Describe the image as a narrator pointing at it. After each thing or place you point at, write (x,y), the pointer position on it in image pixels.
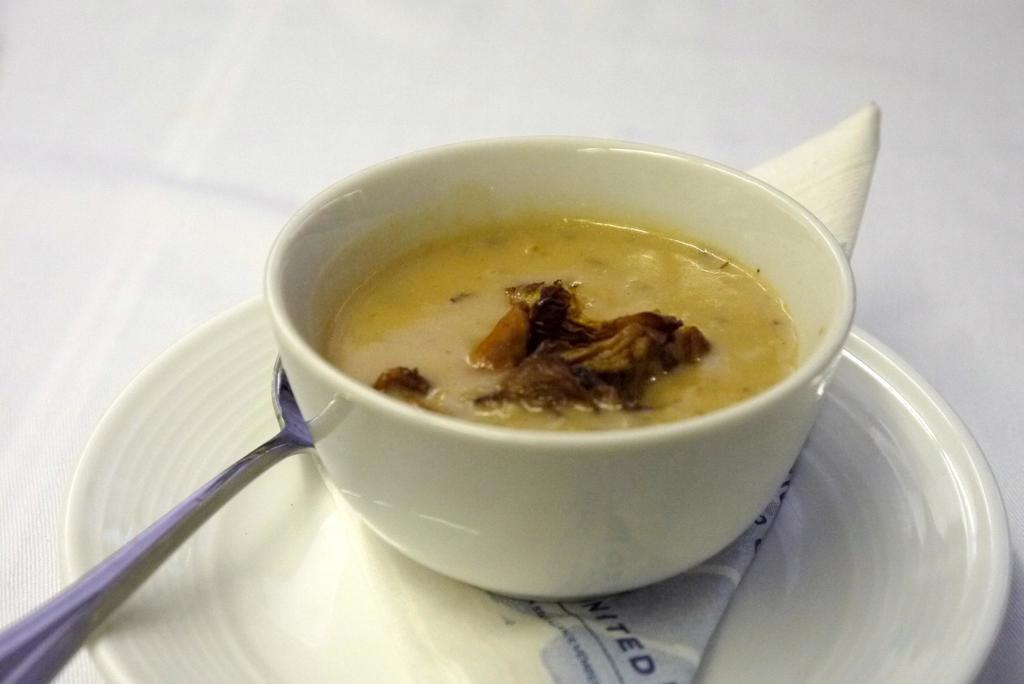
In this picture we can see a white cloth (246,292). We can see the food (627,408) in a bowl (696,432). We can see tissue paper (745,561), plate (258,630) and a spoon (223,474).
